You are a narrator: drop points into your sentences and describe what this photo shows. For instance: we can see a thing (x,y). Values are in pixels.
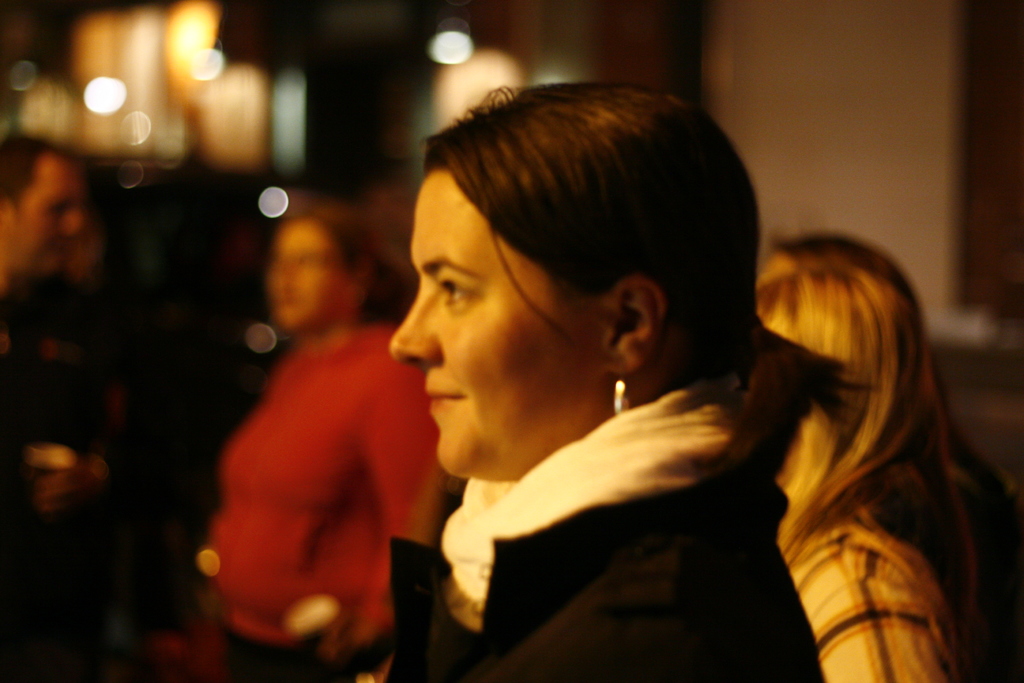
In this image I can see few people (590,367). In front (740,552) the person (658,551) is wearing black and white color dress (609,531) and I can see the blurred background (668,8).
